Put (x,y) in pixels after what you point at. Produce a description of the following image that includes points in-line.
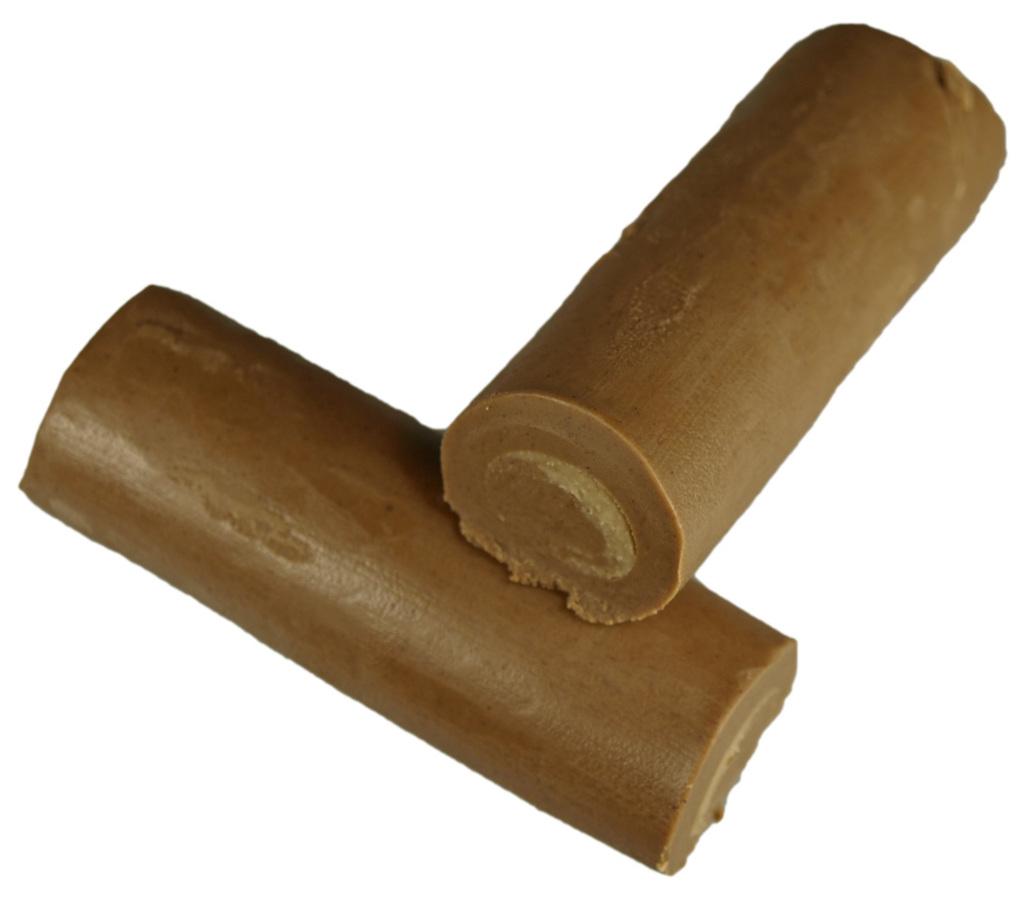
In this picture I can see couple of chocolate pieces (464,468) and I can see a white color background (967,29).
